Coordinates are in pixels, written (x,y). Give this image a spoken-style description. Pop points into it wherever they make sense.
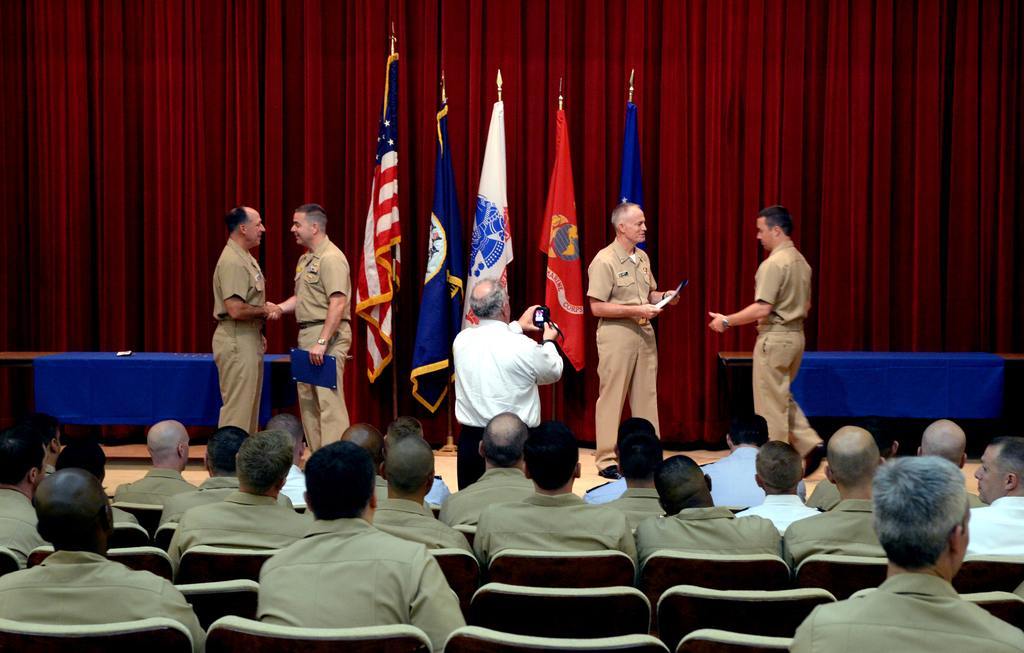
There are people (619,486) sitting on the chairs (544,560) at the bottom side of the image (520,547) and there is a person (517,326) holding a camera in his hands (529,314) in the center (517,339). There are people (790,278) on the stage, flags (569,232), tables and the curtain (468,108) in the background area (473,201).
